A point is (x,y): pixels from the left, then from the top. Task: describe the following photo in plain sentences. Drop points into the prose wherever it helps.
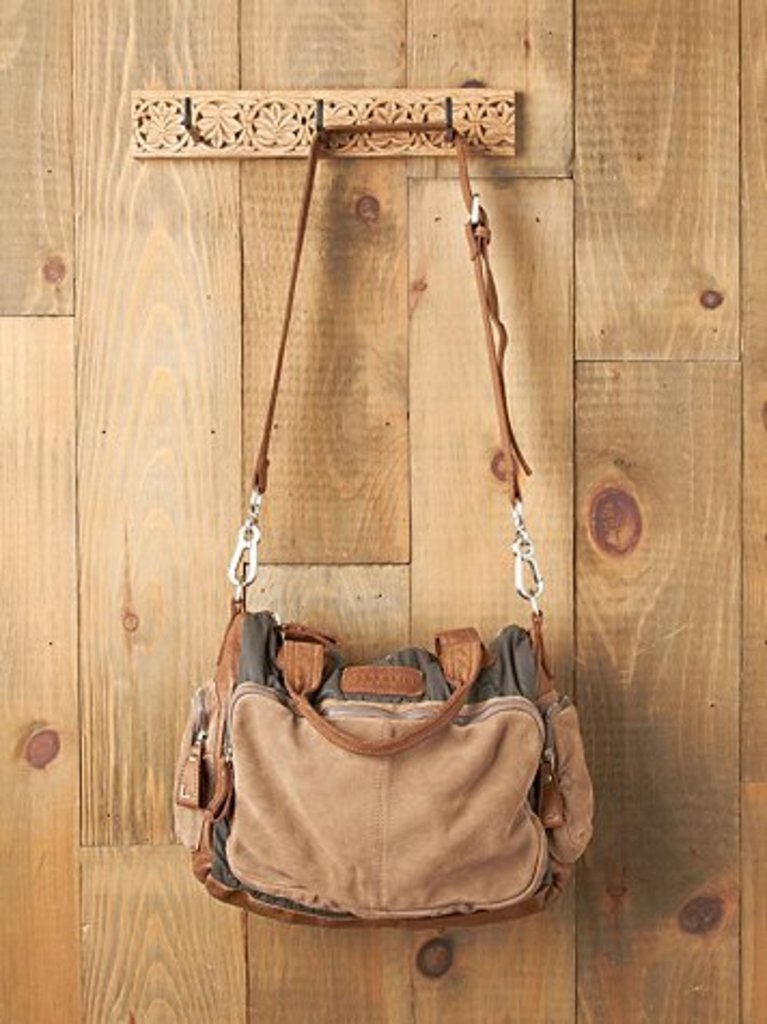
In the center of the image (318,636) there is a bag (367,673) hanging on the hanger (292,135) which is attached to the wall (107,320).
